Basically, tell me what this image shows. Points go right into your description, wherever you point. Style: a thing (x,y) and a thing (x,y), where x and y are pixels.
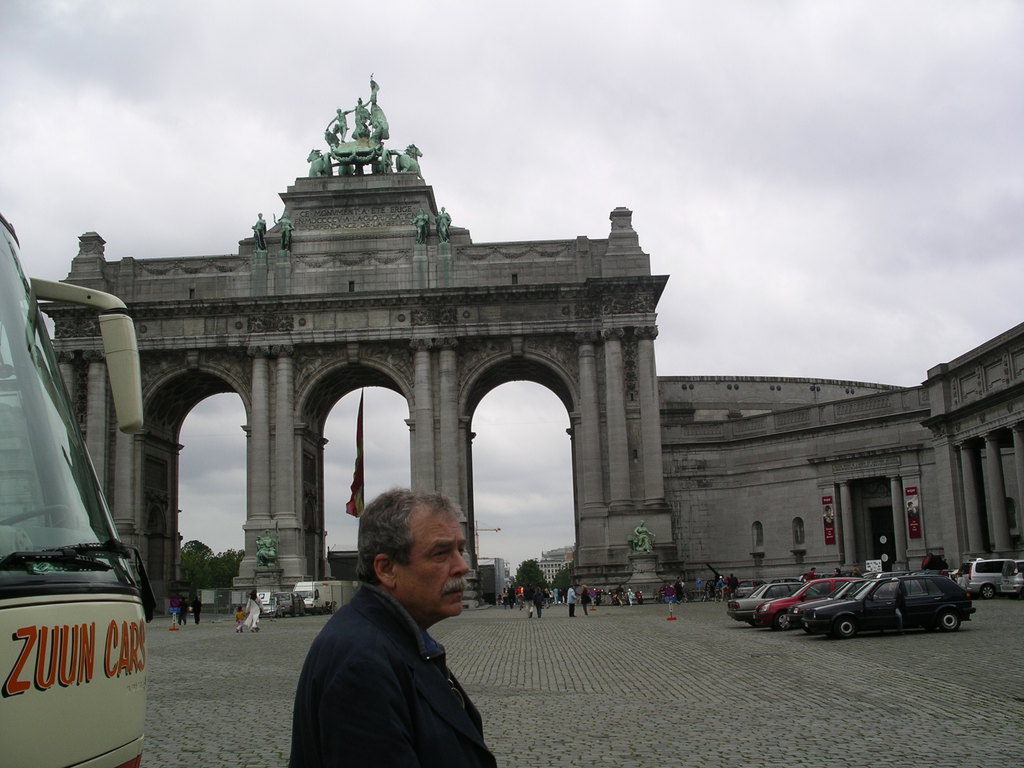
In this picture I can see there is a man (375,659) standing and there is a bus (99,517) behind him and there are cars (832,597) and architecture (575,582) here. There are statues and the sky (564,220) is cloudy.
